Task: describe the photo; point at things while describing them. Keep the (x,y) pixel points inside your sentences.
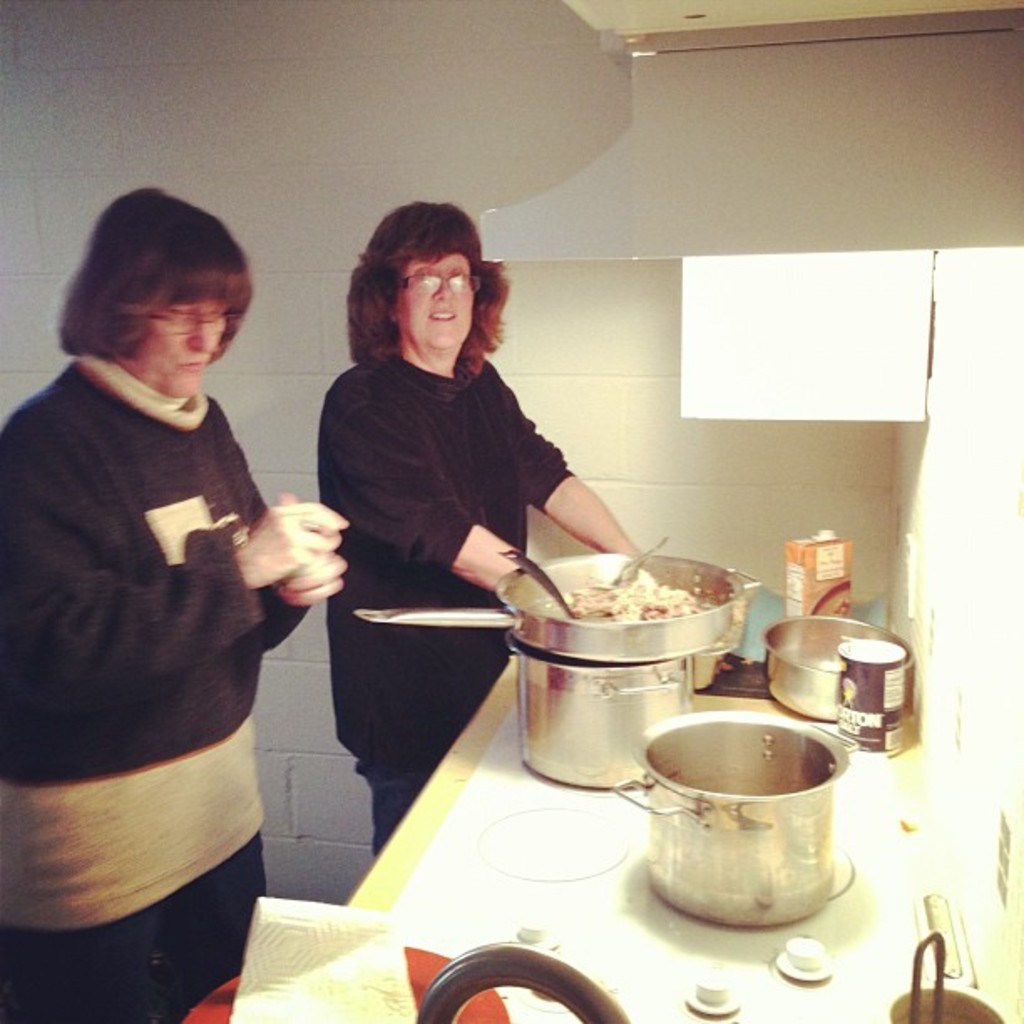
There are two ladies (195,390) wearing specs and standing. In front of them there is a platform (536,827). On that there are vessels (633,714), food item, spoons (544,575) and many other things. In the back (359,184) there is a wall (605,303).
